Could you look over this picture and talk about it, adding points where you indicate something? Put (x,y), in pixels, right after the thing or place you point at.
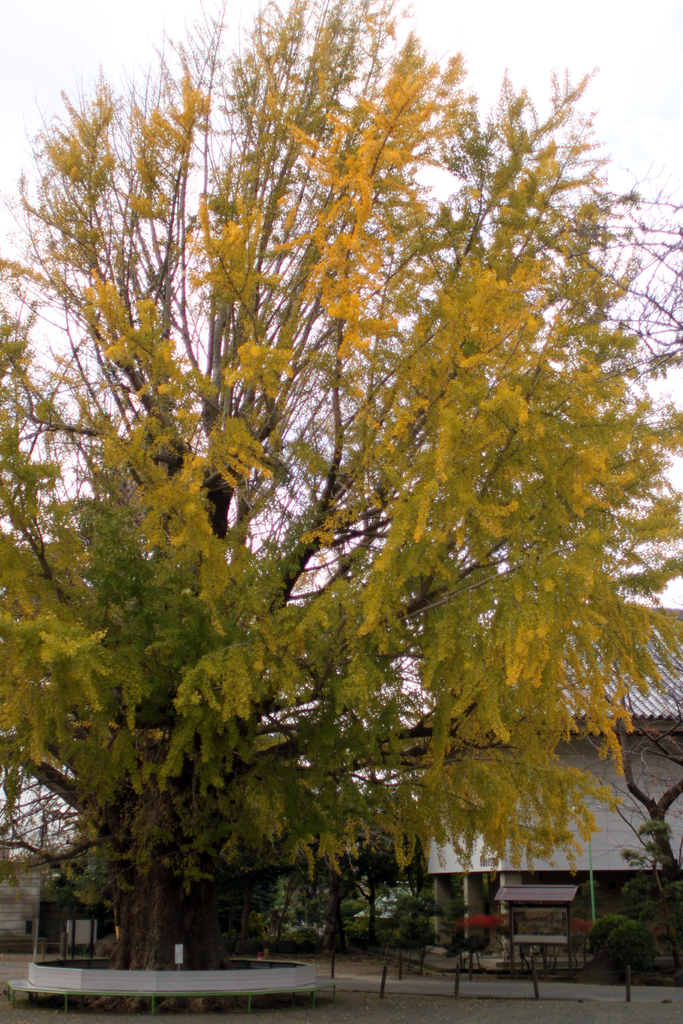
Here we can see tree (239,830). Background (311,907) we can see roof top (545,892), plants (59,882) and sky (492,79).
